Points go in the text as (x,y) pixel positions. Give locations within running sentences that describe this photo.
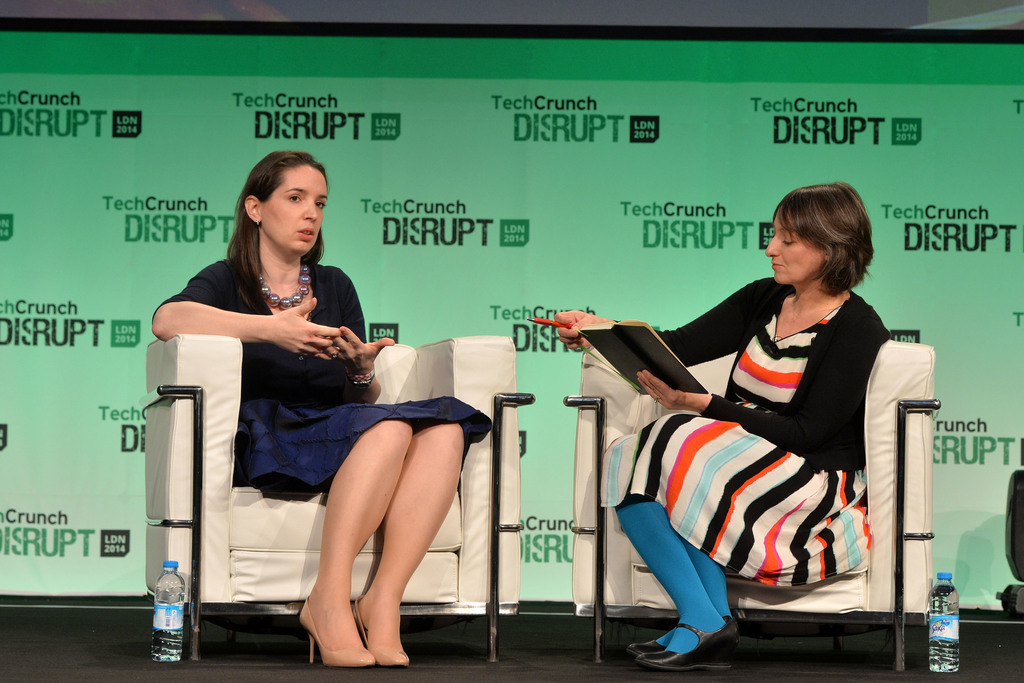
In this picture I see couple of women (376,398) seated on the chairs (576,451) and a woman (689,437) holding a book (654,374) in her hand (654,398) and I see couple of bottles (938,586) and a advertisement hoarding (709,227) on the back (231,118) and we see text (52,93) on the hoarding (873,236).
